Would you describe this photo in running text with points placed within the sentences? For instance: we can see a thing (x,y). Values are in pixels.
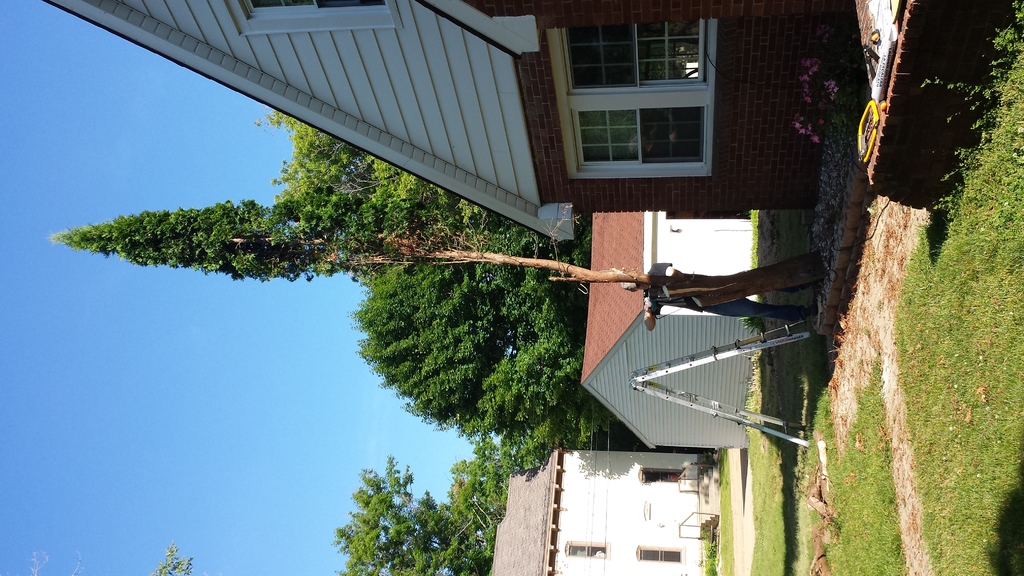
In this image at the bottom (487,416) there are the houses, stand (682,357), person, trees (457,256), on the left side (33,261) there is the sky (135,350), at the top (543,34) there is a house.
